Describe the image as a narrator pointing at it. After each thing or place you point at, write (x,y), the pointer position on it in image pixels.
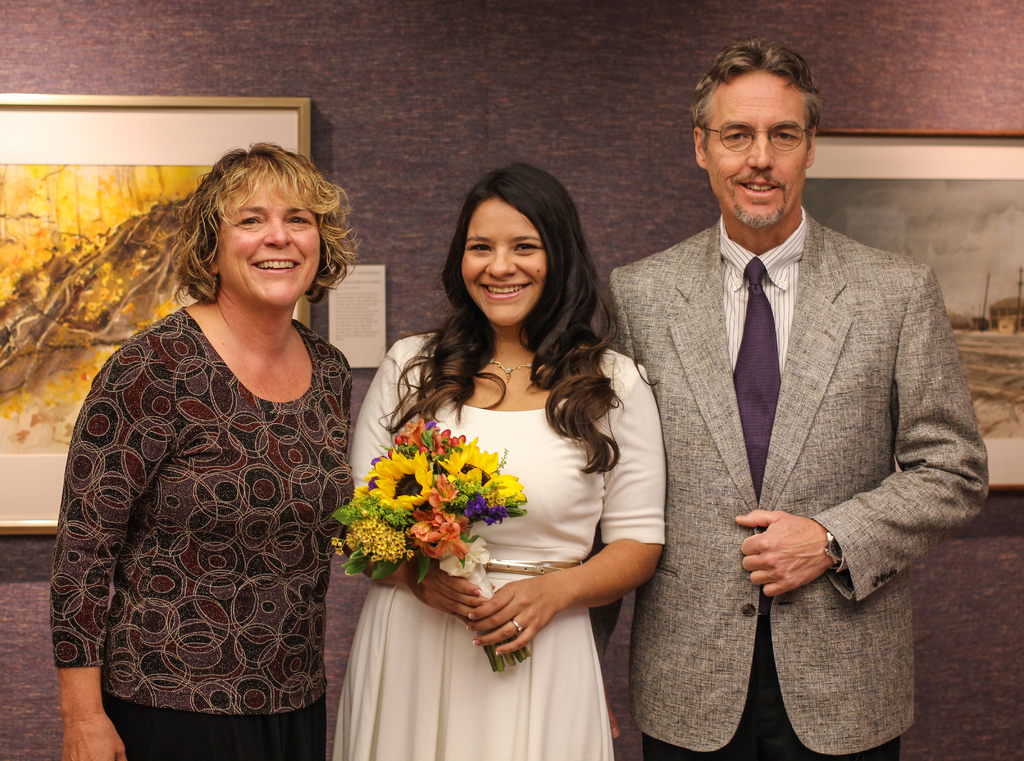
In this picture we can see three people (288,288) standing and smiling and a woman (480,291) holding a flower bouquet (404,487) with her hands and at the back of them we can see an object (346,277) and frames (954,200) on the wall (420,155).
